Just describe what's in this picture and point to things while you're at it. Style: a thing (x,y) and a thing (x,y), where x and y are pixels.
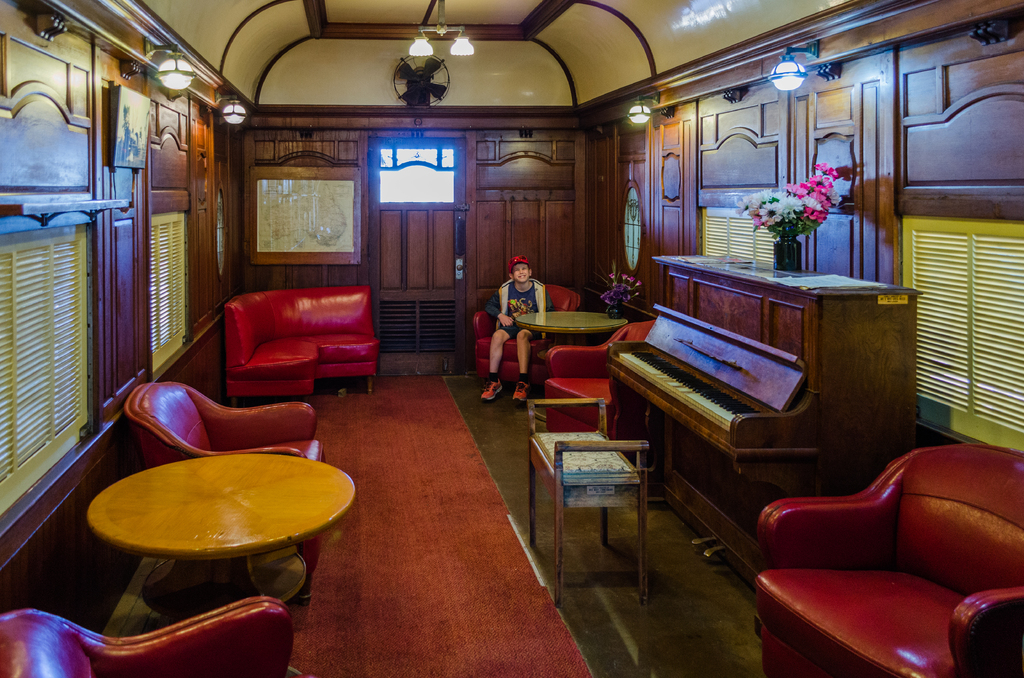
The image is inside the room (659,456). In the image on right side (908,468) we can see a couch (983,567), musical keyboard (694,398), flower pot (791,245), table (561,321) and a boy (522,310) sitting on couch (548,299). On left side (7,265) we can see windows (4,324), photo frame (140,130), in middle (436,270) there is a door (436,285) which is closed. On top (416,90) we can see a fan (431,63), roof (481,16) with few lights (454,51).
